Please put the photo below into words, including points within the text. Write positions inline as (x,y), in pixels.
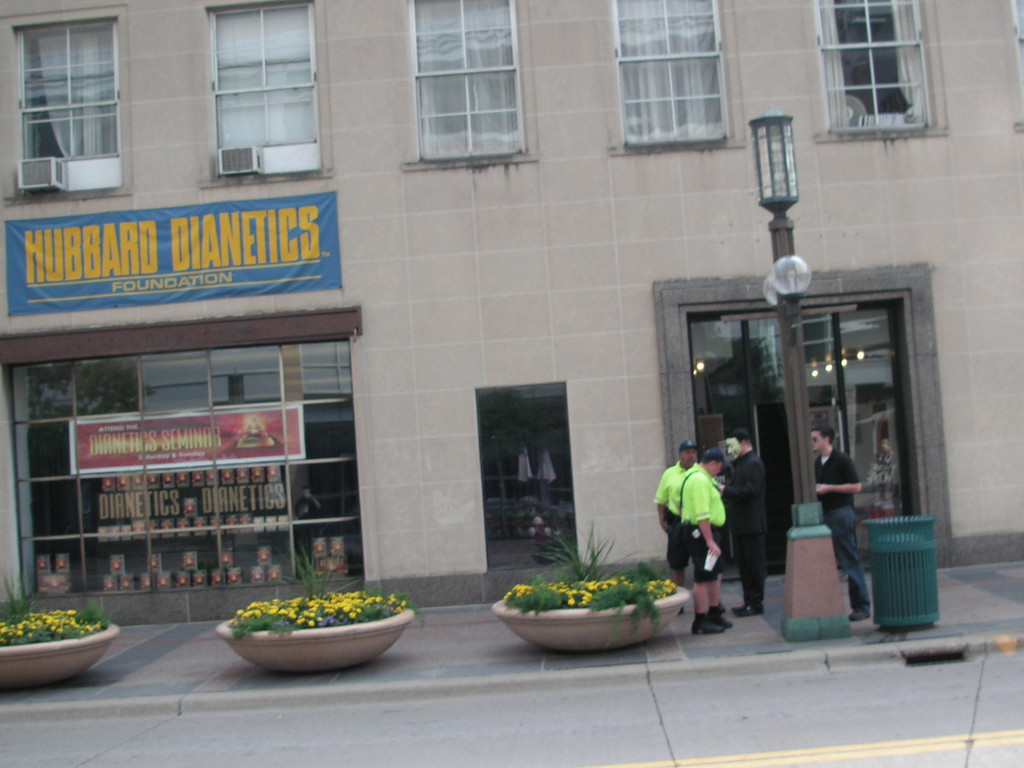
This is a picture taken from outside city on the street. In the foreground of the picture (929,639), on the footpath (961,588) there are flower pots (11,654), flowers (276,629), people (763,523), dustbin (911,562) and street light (806,489). In the background (431,348) there are windows (151,499), doors (776,404), banner (216,249) and a building (654,214).
